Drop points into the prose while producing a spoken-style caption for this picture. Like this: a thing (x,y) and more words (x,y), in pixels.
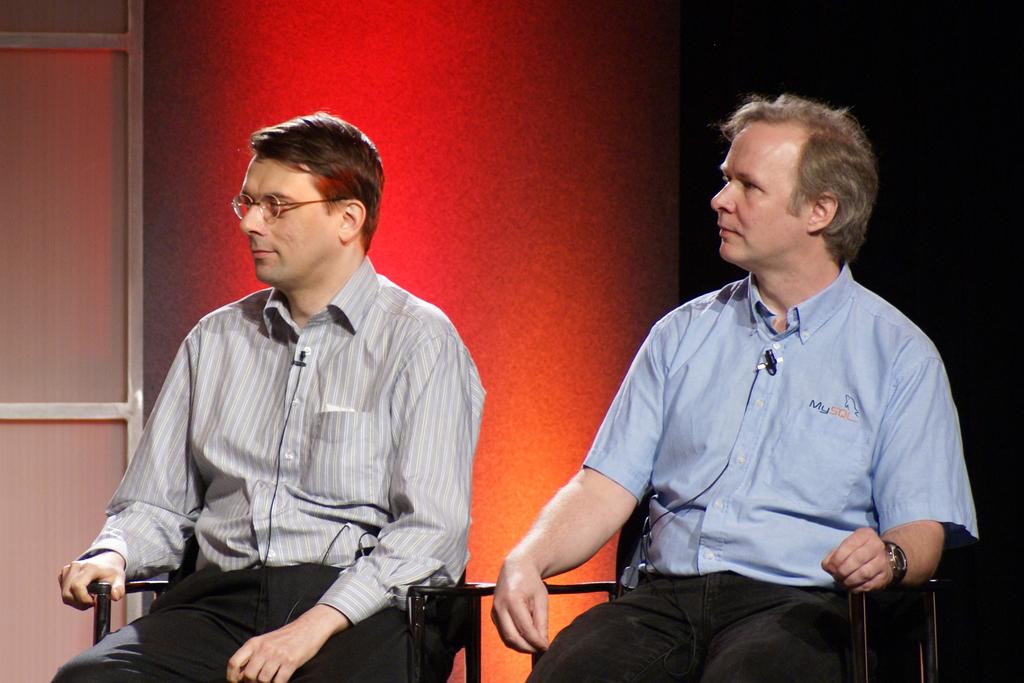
In this image in the foreground (452,450) there are two persons (467,451) who are sitting on chairs (413,633), and in the background (375,125) there is a wall (240,185). On the left side (77,227) there is a door (91,416).
